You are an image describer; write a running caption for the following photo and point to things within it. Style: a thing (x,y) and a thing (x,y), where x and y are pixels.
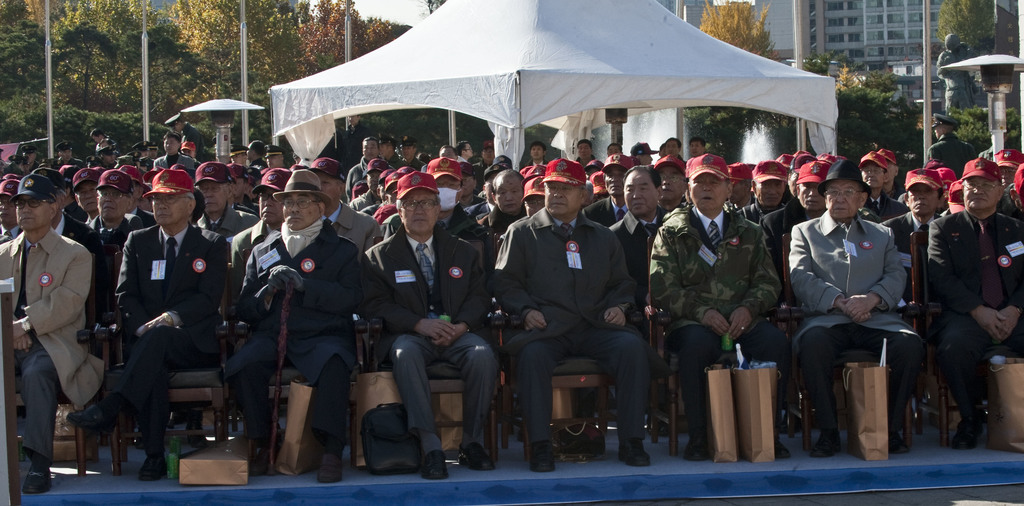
In this picture we can see a group of people (424,384) wore caps (977,170) and sitting on chairs (787,290), bags (398,404), tent (419,75), poles (677,12), trees (266,25) and in the background (911,7) we can see buildings (805,27) with windows (919,21).
